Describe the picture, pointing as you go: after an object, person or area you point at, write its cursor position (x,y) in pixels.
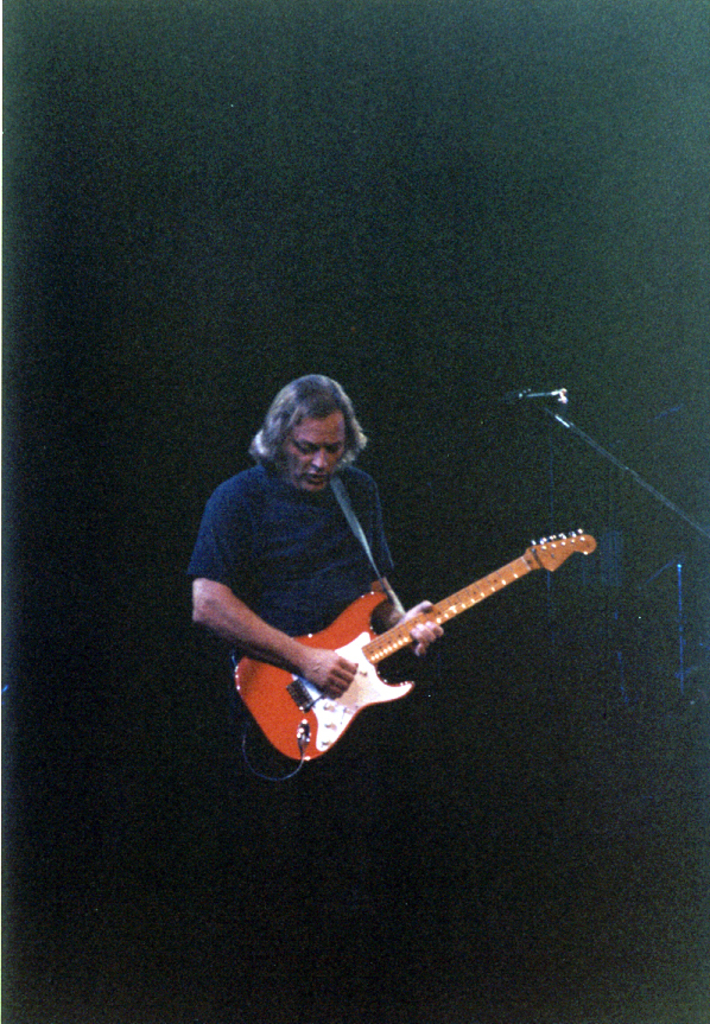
Background (636,313) is dark. Here we can see one man (303,468) with long hair (293,430), standing in front of a mike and playing guitar (303,695).
